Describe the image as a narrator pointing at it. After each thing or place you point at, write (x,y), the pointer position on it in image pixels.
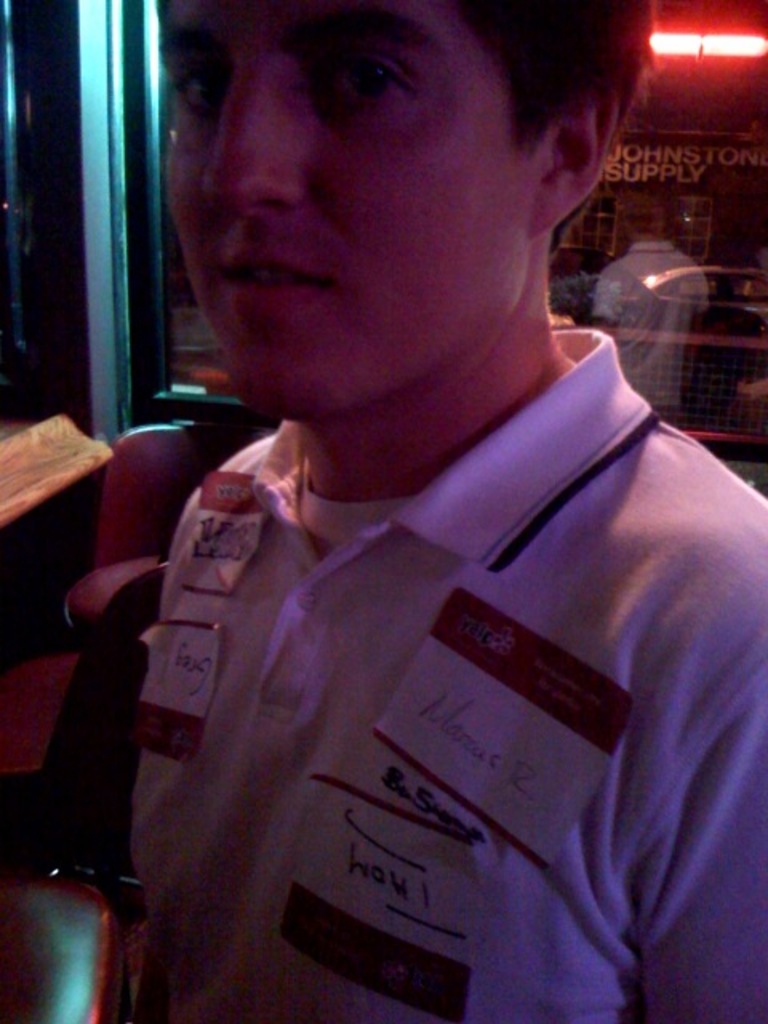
In the picture we can see a man (416,868) standing and he is with a white T-shirt (714,912) and behind him we can see some chairs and behind it, we can see a glass wall (661,315) and on it we can see an image (627,306) of the person (628,319) who is standing.
